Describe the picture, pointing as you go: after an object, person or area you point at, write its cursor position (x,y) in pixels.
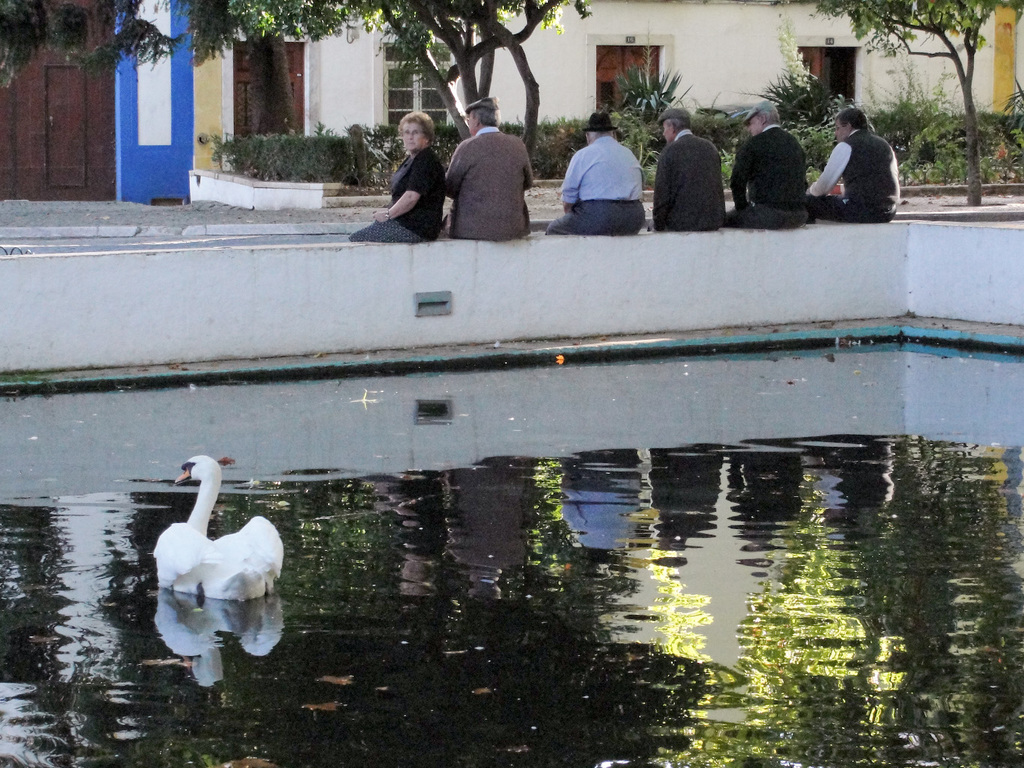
This picture shows a white swan (174,555) in the water (471,431) and we see few people (757,196) seated and we see buildings (679,23) and trees (232,7) and few of them wore caps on their heads (490,116) and a man (605,148) wore hat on his head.
